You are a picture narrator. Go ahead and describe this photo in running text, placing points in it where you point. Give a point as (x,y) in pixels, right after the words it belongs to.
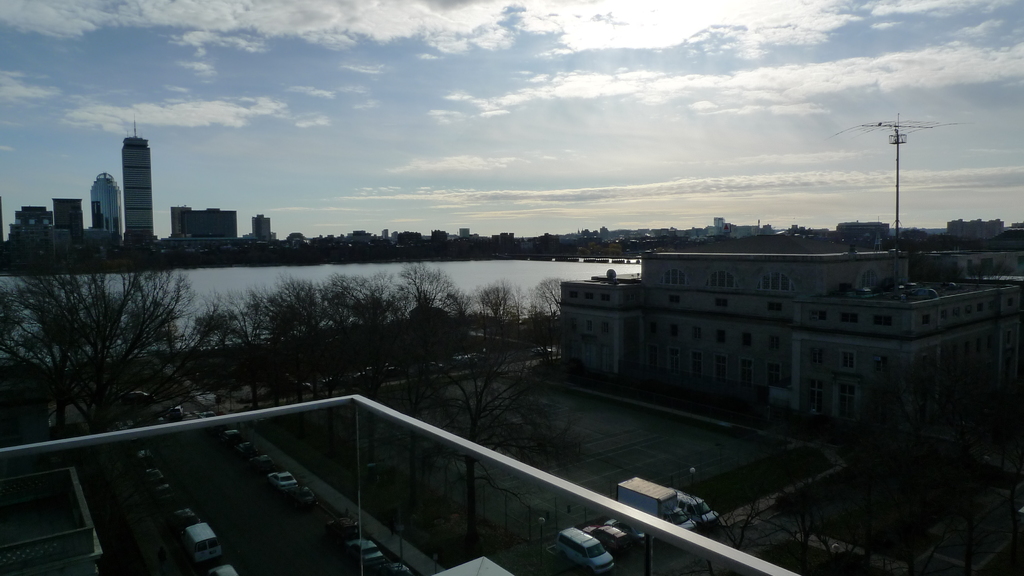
In this image I can see number of trees (341,387) and number of vehicles (628,526) in the front (529,406). In the background (76,246) I can see number of buildings (566,339), cloud (505,164) and the sky (256,156). On the right side of this image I can see a pole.
